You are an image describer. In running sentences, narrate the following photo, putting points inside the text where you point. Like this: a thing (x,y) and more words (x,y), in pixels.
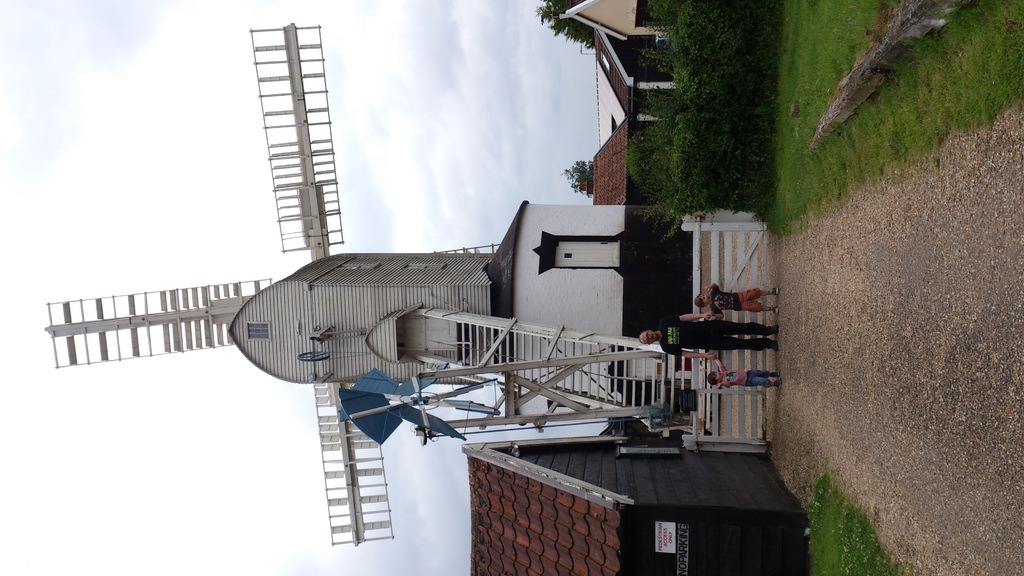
In the picture we can see a windmill (374,368) with a house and ladder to it and near it, we can see a man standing with two children (729,375) on the path (885,381) and besides the path (799,381) we can see a grass surface (980,98) and behind it we can see plants (685,154), houses (610,125) and in the background (564,114) we can see the sky (542,136) with clouds (51,272).
